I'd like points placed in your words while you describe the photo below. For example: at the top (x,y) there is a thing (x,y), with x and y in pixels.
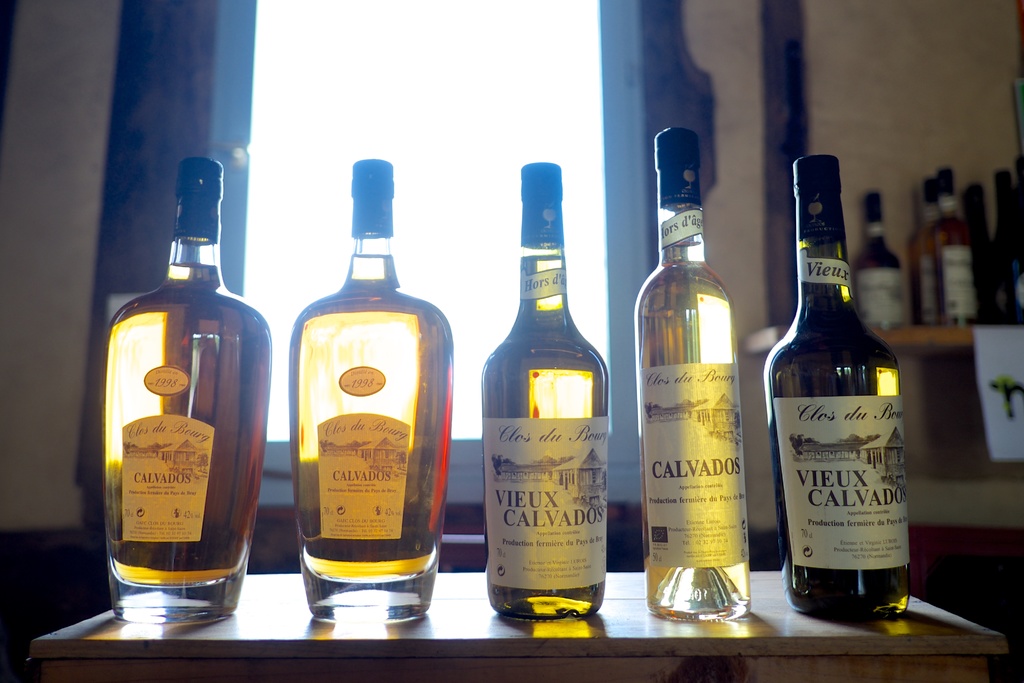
There are few bottles (500,587) on the table (612,587). There are labels (729,458) on the bottle (711,463) and they are sealed. On three of the bottles (534,211) there is a text Calvados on it and the other two are Vieux Calvados. On the right corner of the image (949,284) there are few more bottles (949,297) in the shelf (936,336). There is a wall (845,117) and window (588,120) in the background (448,111) and light (430,111) is passing through it.
